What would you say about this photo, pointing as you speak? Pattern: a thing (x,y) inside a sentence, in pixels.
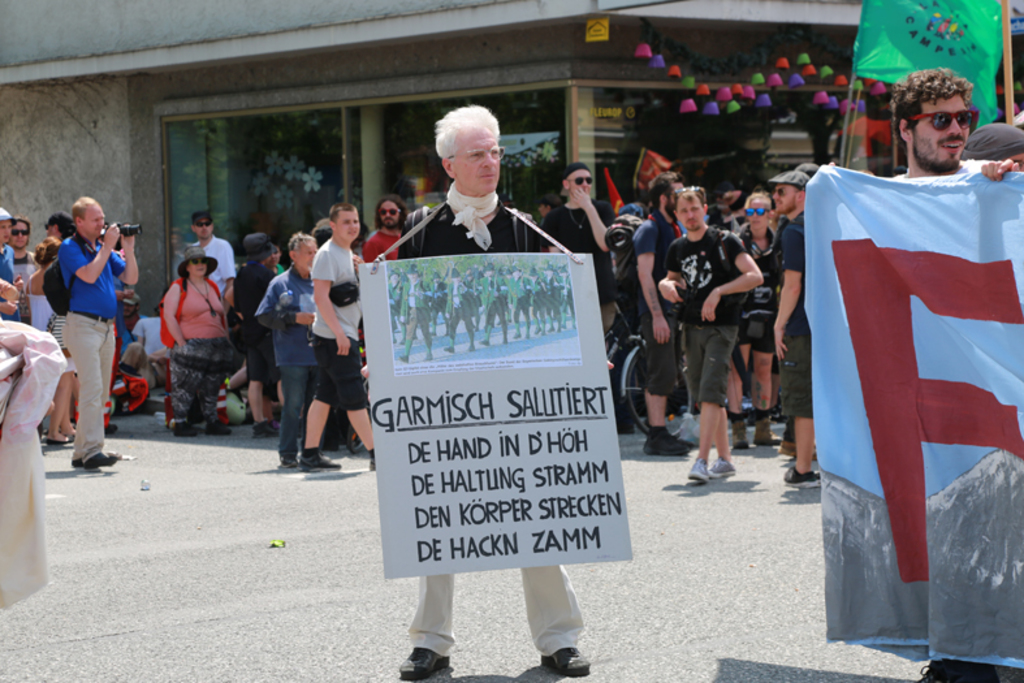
In the foreground of this picture (417,448), there are persons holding a flag (926,299) and board (459,386) and standing on the road (648,571). In the background (196,301), there is the crowd (181,328) standing in front of a building (500,43) and few hangings (770,74) to the buildings (600,118).
